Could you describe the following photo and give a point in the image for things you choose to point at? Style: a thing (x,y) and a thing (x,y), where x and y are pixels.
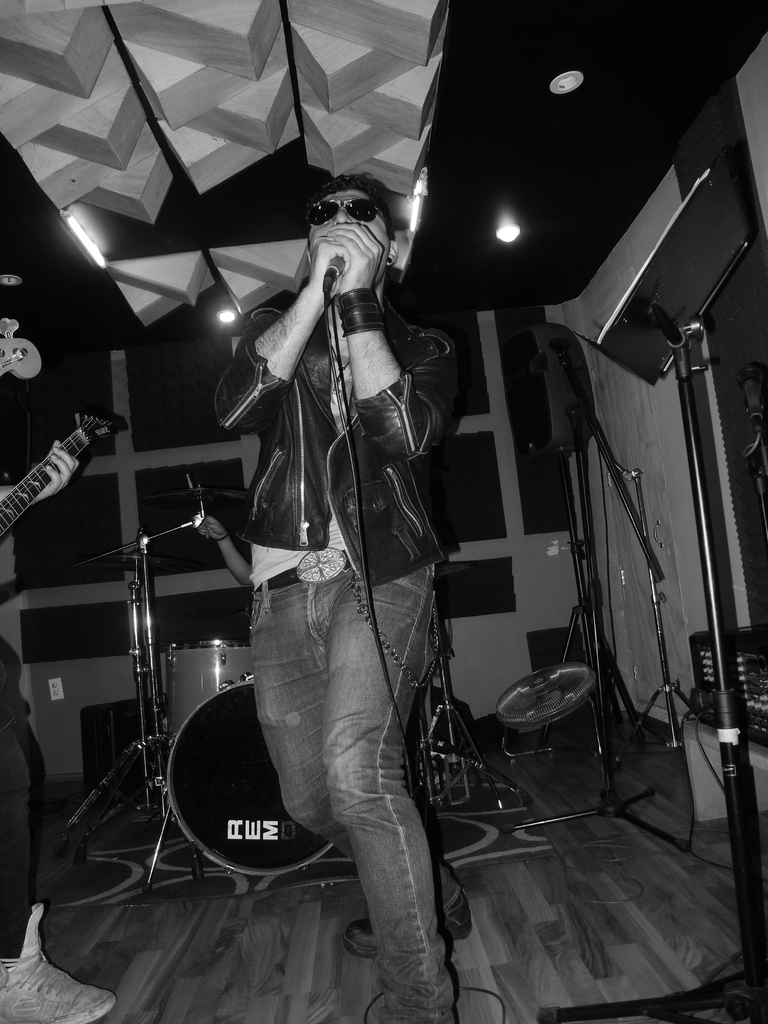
This is the picture of a man (353,260) who is standing and singing by holding a microphone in his hand (357,271) and at left side of him there is another man (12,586) who is playing the guitar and at back ground (130,558) there are drums (173,649), crash cymbal (119,560) with the cymbal stand (156,649), focus lights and lights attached to the ceiling (492,261).
